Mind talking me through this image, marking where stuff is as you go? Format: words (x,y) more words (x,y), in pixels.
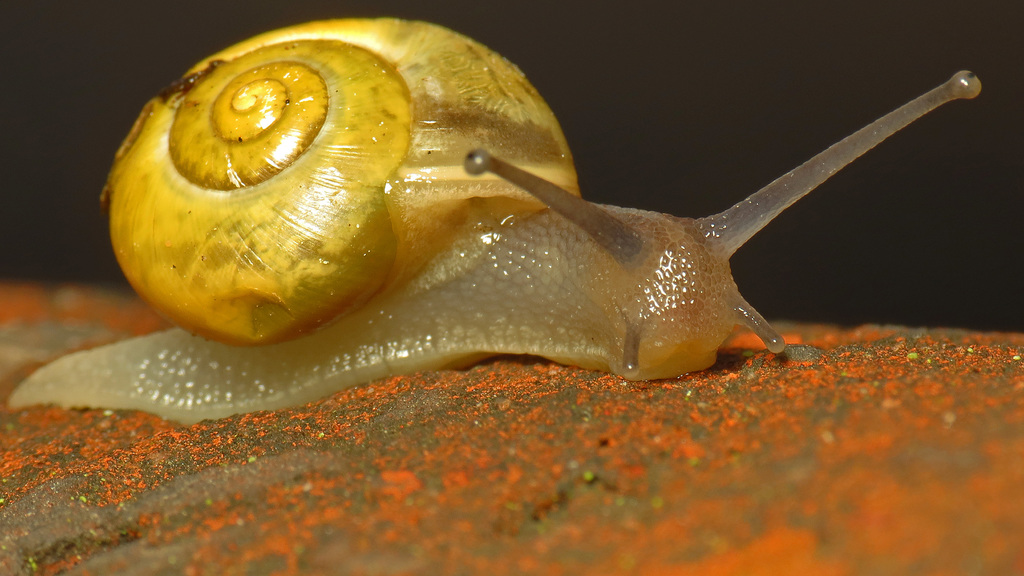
In this image I see a snail (553,277) which is of cream and yellow in color and it is on the orange and brown color surface (819,384) and I see that it is dark in the background (909,54).
